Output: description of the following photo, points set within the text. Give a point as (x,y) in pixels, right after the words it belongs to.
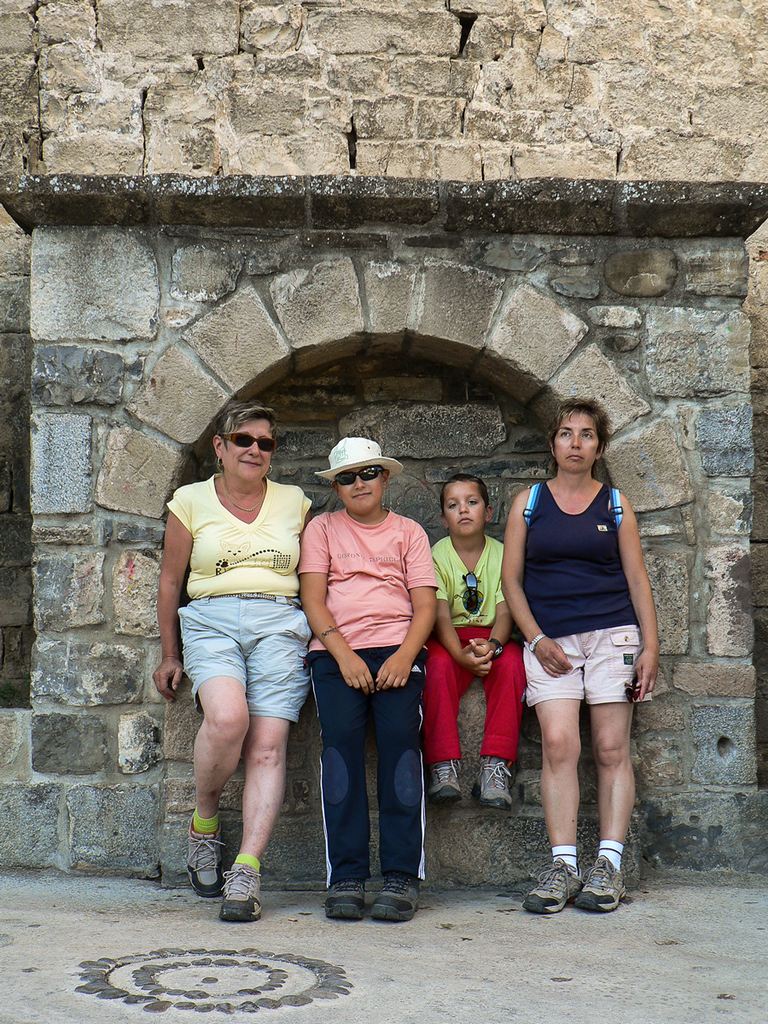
In this picture we can see the ground (277,978), four people (350,549), two women (318,535) wore goggles (378,471), smiling and in the background (530,164) we can see the wall (416,274).
